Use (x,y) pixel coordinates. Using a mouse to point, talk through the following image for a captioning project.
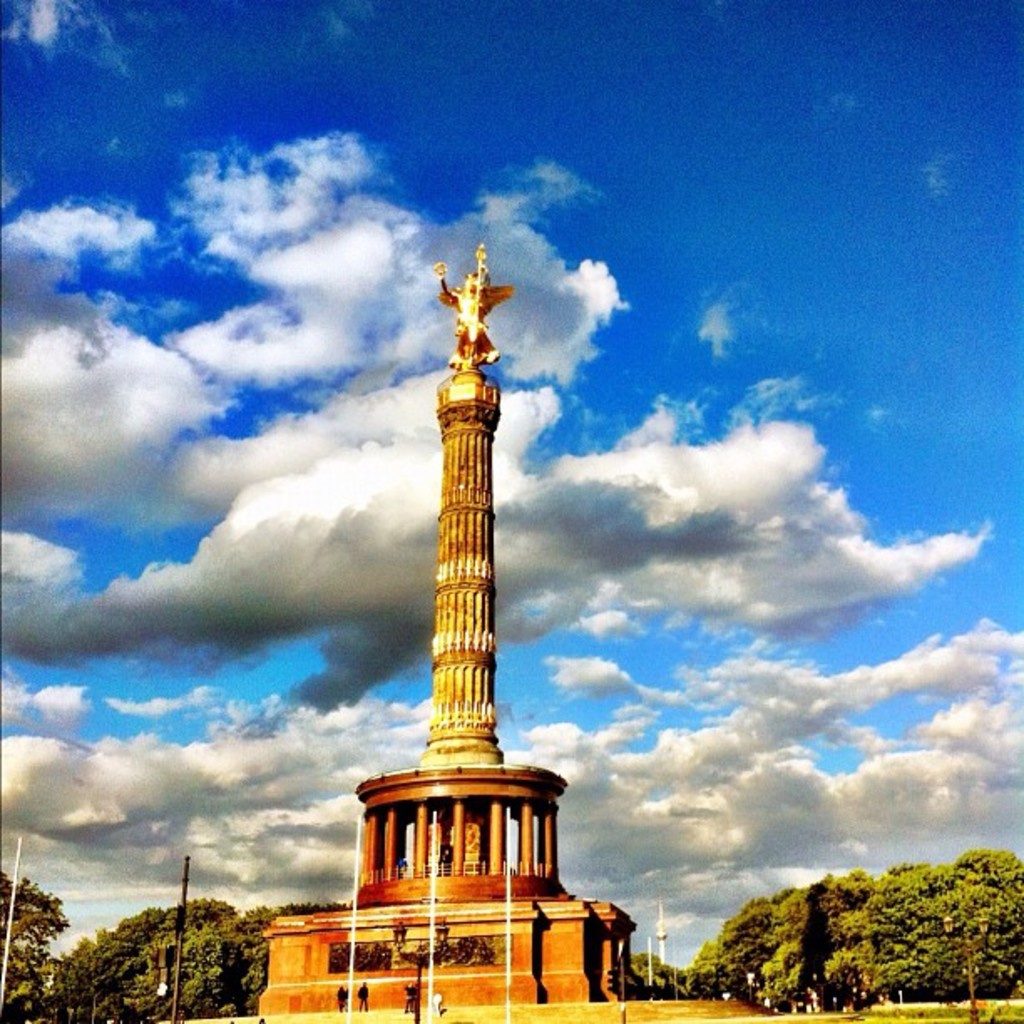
In the center of the image (450,588), we can see a sculpture (461,737) on the building (451,949) and in the background (919,931), there are trees (899,930) and we can see poles (397,946) and some people (411,996). At the top (506,186), there are clouds (818,698) in the sky (749,711).
